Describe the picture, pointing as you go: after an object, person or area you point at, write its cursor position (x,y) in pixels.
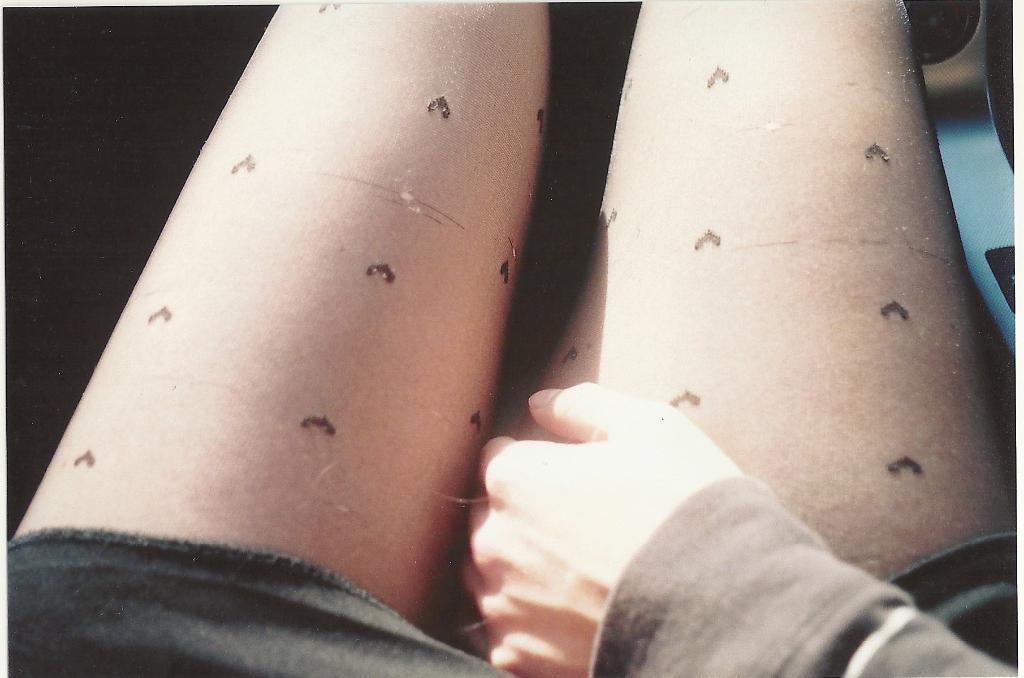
In this picture, we see the legs (656,182) of the person (381,171). We see the heart shaped symbols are drawn on the legs (390,269). At the bottom of the picture (580,607), we see the hand (556,533) of a person (711,567). In the background (57,248), it is black in color.
